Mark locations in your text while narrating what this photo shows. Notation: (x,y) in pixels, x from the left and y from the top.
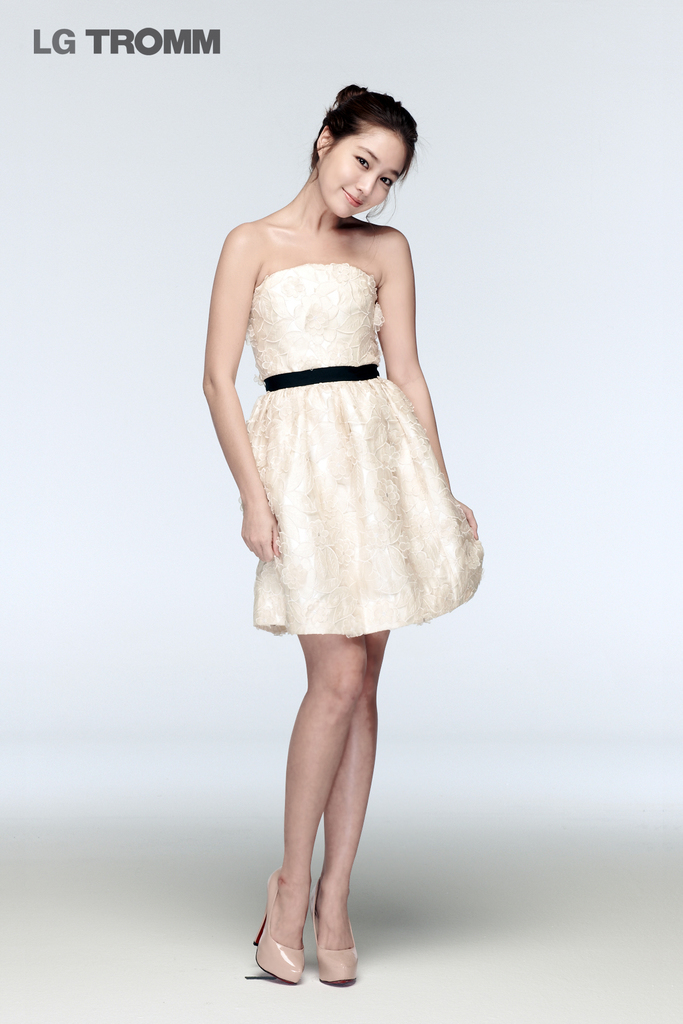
In the picture we can see a photograph (167,761) of a woman (330,323) standing in the high heels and cream color dress (358,499) and she is smiling and slightly bending her head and on the top of it we can see a name LG TROMM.
